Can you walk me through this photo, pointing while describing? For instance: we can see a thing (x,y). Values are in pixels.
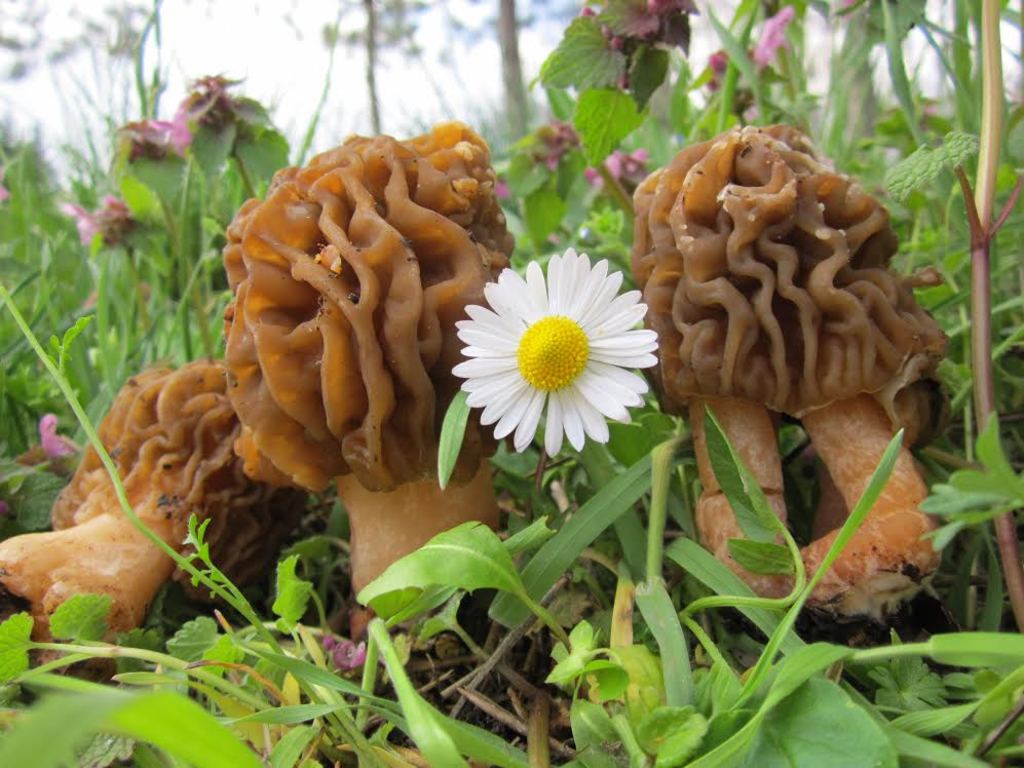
In this image there are plants (266,658) truncated towards the bottom of the image (676,699), there are plants (859,518) truncated towards the right of the image (952,276), there are plants (952,242) truncated towards the top of the image (55,239), there are plants (18,288) truncated towards the left of the image (85,456), there are objects (264,469) on the ground (479,608), there is a flower (577,365), there is the sky (232,45) truncated towards the top of the image (332,68).
